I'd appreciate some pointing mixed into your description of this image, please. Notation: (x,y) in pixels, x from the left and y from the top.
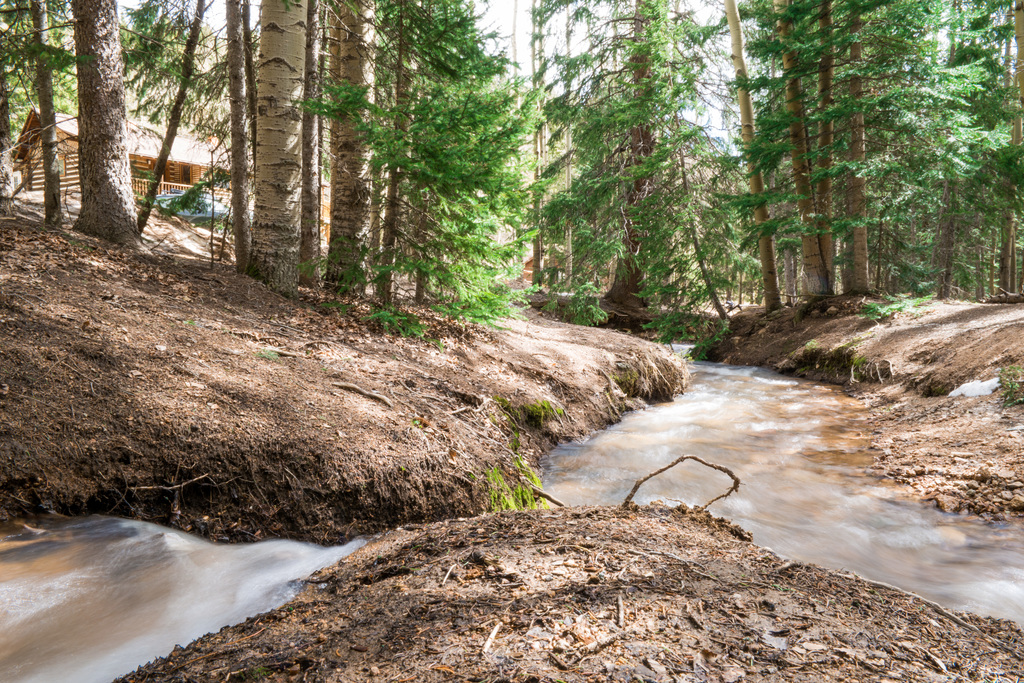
In this picture we can see ground (401,484), water (843,483), trees (114,146) and house (68,136). In the background of the image (632,8) we can see the sky (607,35).
